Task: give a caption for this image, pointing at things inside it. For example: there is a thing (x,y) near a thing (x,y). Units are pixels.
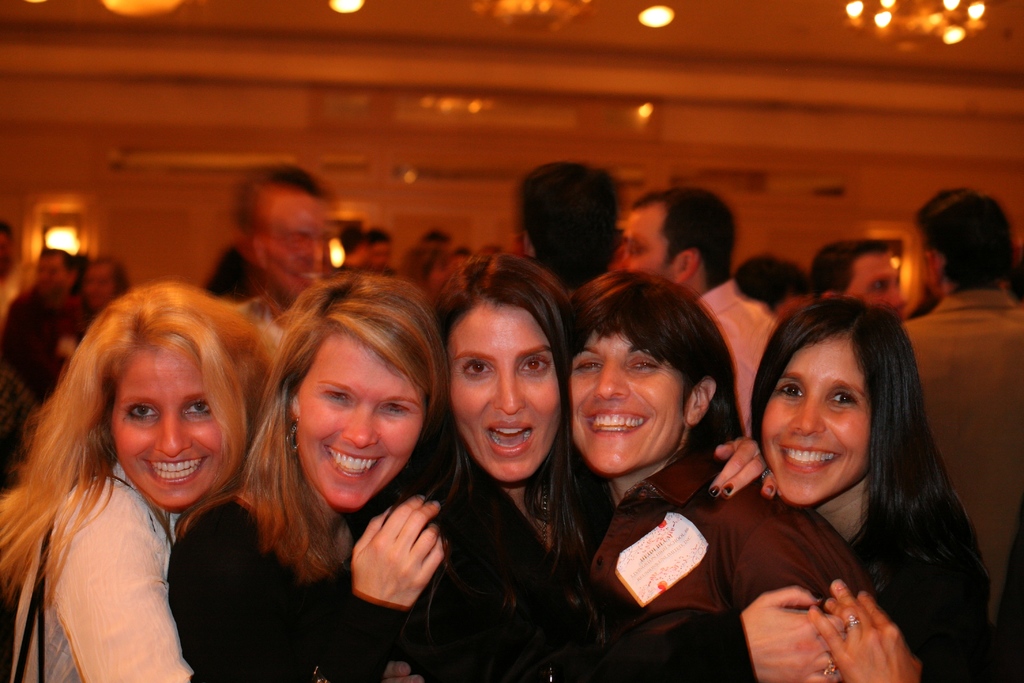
In this image there are five women (467,476) standing towards the bottom of the image (168,481), there is a woman (121,532) wearing a bag (38,618), there are group of persons (227,296), there is a wall (383,171), there is a roof (622,39) towards the top of the image (586,27), there are lights (869,26) towards the top of the image (854,10).
